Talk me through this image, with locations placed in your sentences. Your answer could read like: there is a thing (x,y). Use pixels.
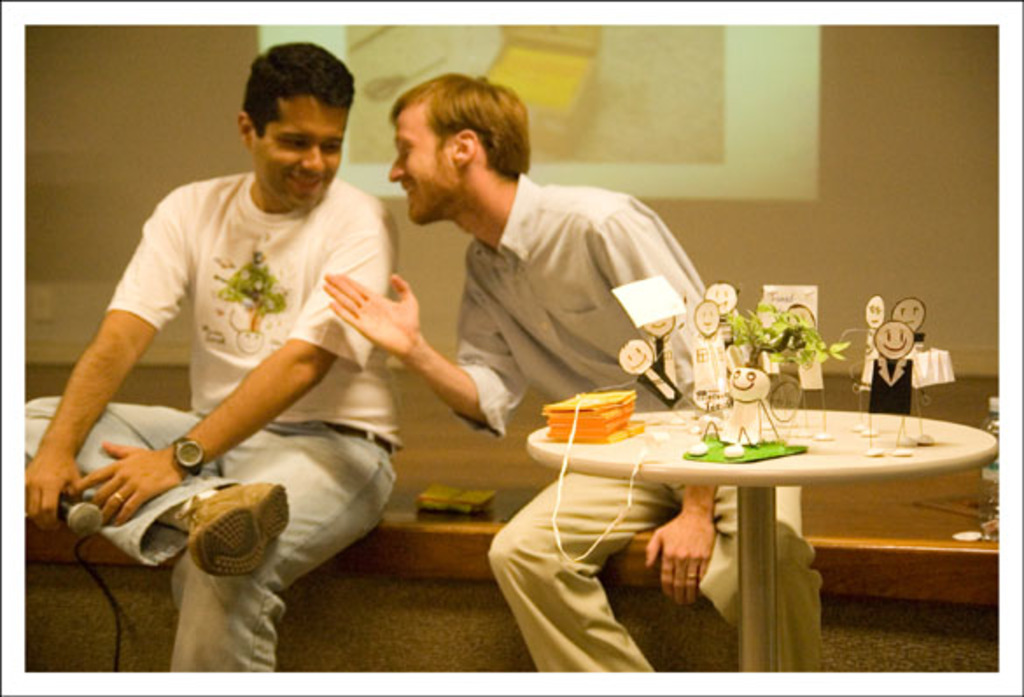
2 people (315,265) are sitting. the person (269,303) at the left (73,490) is holding a microphone (78,522). at the rights front there is a table (854,441).
